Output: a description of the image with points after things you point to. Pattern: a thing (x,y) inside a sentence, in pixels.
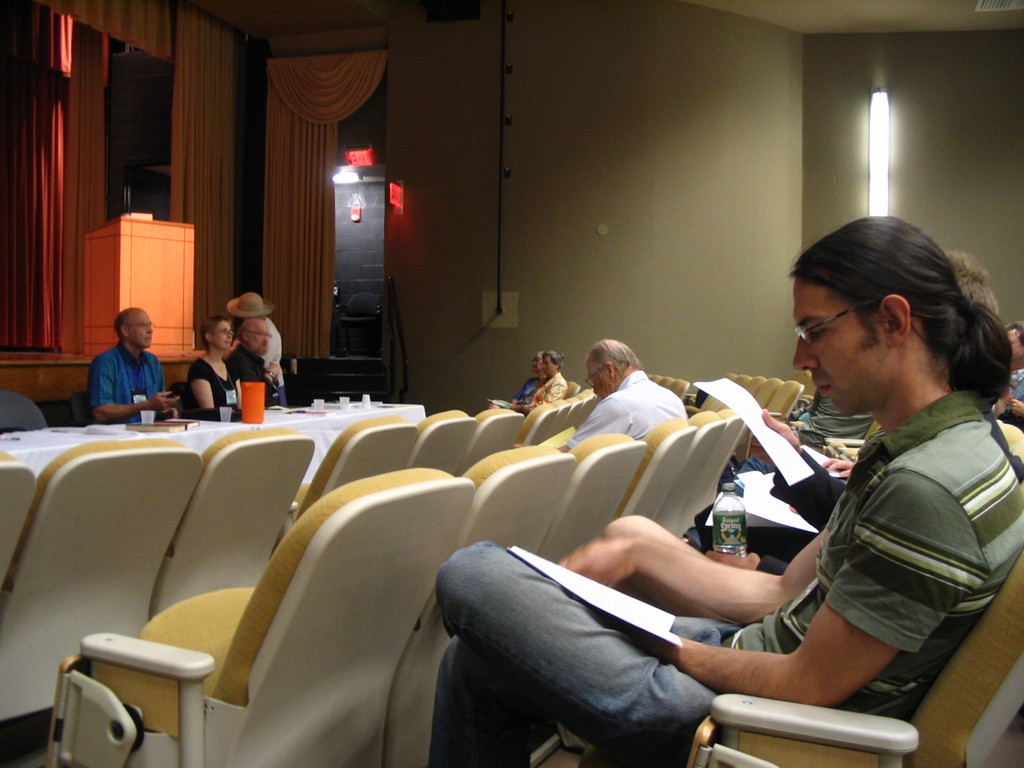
This is an inside view of a room (729,658). On the right side (823,425) few people (779,589) are sitting on the chairs (790,396) facing towards the left side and holding some papers (753,490) in the hands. On the left side (113,401) few persons (131,398) are sitting on the chairs (80,412) in front of the table (339,411) which is covered with a white color cloth (334,422). On the table (272,412), I can see the glasses (222,412). In the background (614,181) there is a wall (612,105) and also curtains (78,160). At the back of these people (144,372) there is a stage (77,365) on which there is a podium (110,245). on the right side (872,174) there is a light (885,132) attached to the wall (930,80).
